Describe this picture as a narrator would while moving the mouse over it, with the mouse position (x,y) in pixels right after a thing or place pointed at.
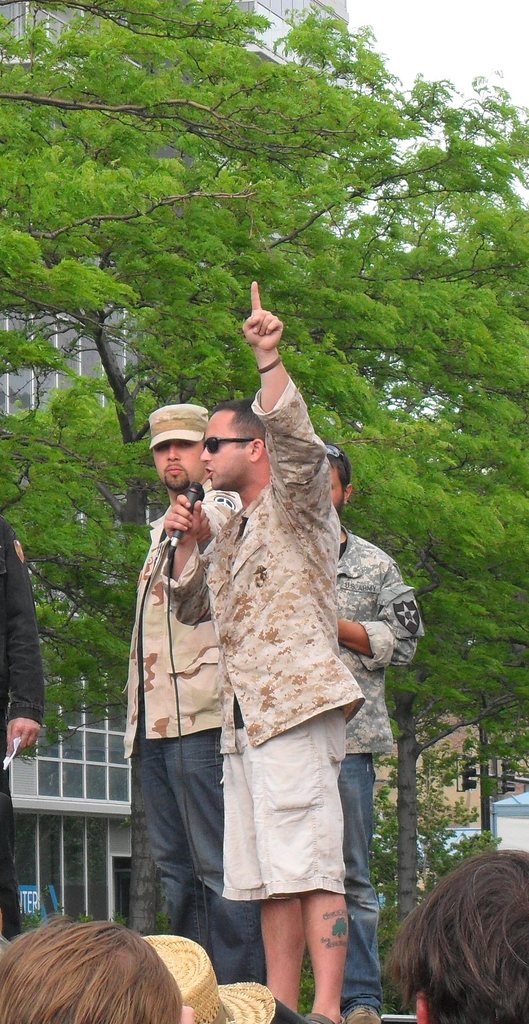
In this image in the center (303,680) there are some persons (240,679) who are standing and one person (313,626) is holding a mike (194,494) and talking. At the bottom (244,996) there are some people (416,945), and in the background (66,714) there are some buildings (66,714) and trees (378,267).
